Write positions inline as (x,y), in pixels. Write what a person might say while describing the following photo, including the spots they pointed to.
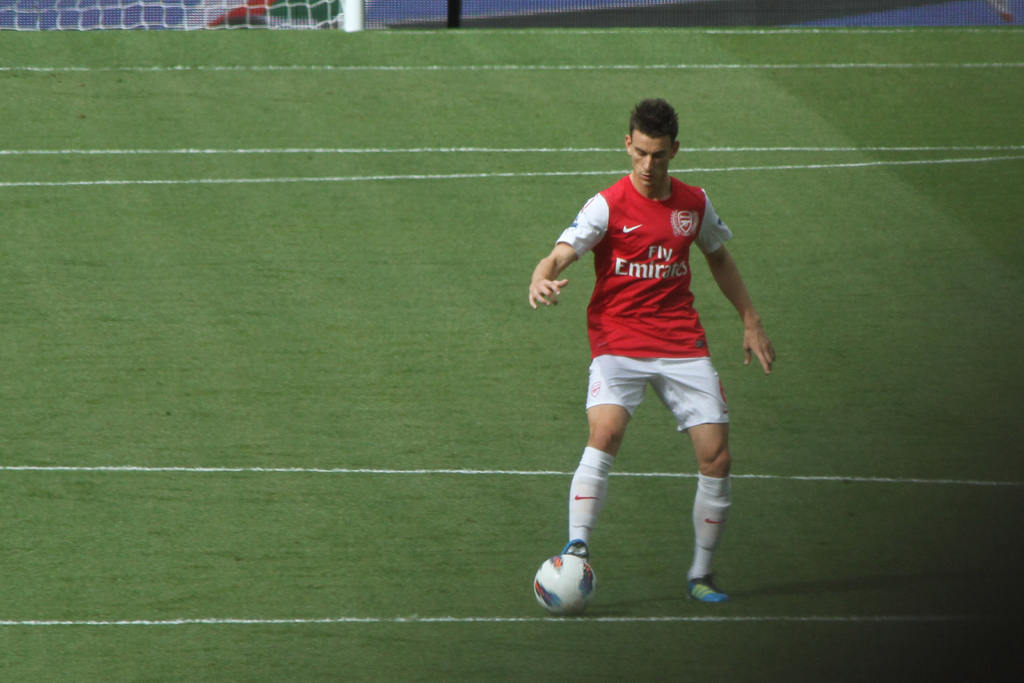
In this image, we can see a person (569,228) wearing T-shirt (636,326) and shorts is playing a football (548,598). We can see the ground (161,360) covered with grass (225,179). We can also see some net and a white colored pole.
